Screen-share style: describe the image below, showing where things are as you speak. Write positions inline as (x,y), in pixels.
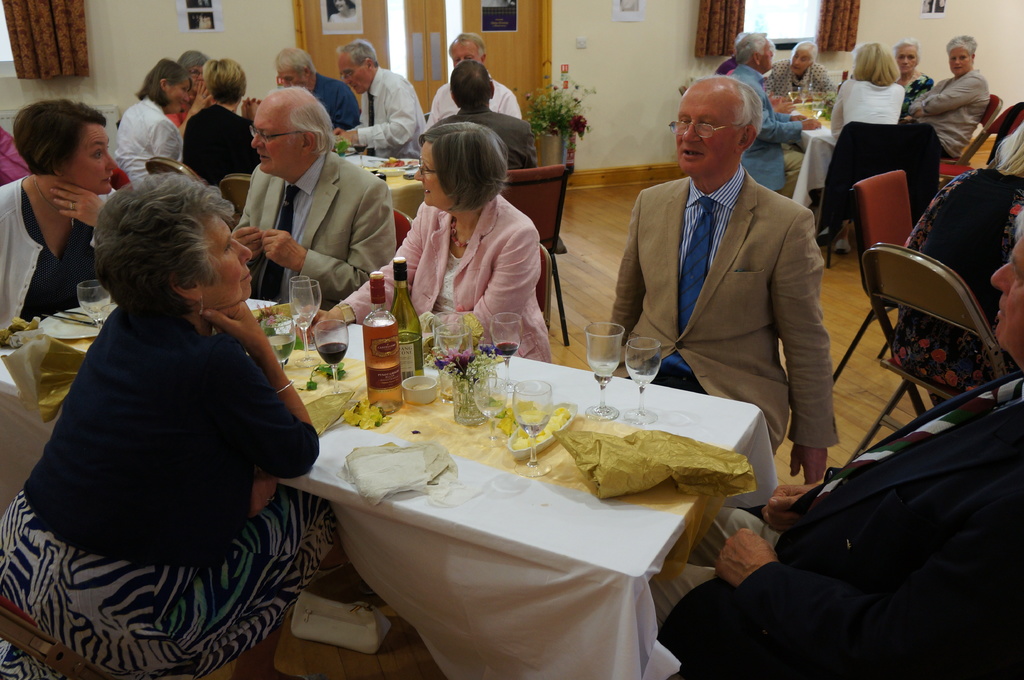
Here we can see groups of people (357,177) sitting on chairs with table (819,162) in front of them having food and glasses (331,342) and bottles of wines (386,361) present on it and behind them we can see a door (540,10), we can see a window (754,5) and curtains (723,7) present.
